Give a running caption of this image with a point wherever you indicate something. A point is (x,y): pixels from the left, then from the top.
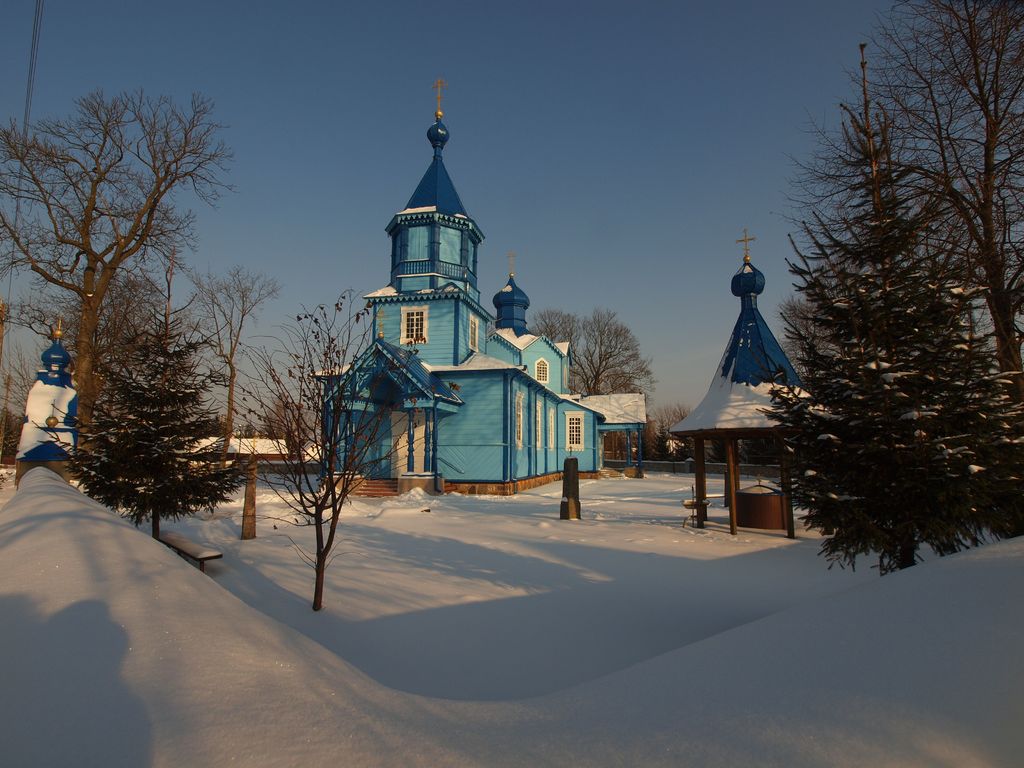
In the center of the image (358,358) there is a building (447,414). On the right side of the image (889,519) we can see building (752,314) and trees (883,534). On the left side of the image (312,464) we can a bench (181,542), trees (124,448) and buildings (67,429). In The background (654,491) we can see snow (616,483), trees (603,382) and sky (604,207). At the bottom (641,612) there is a snow (389,681).
